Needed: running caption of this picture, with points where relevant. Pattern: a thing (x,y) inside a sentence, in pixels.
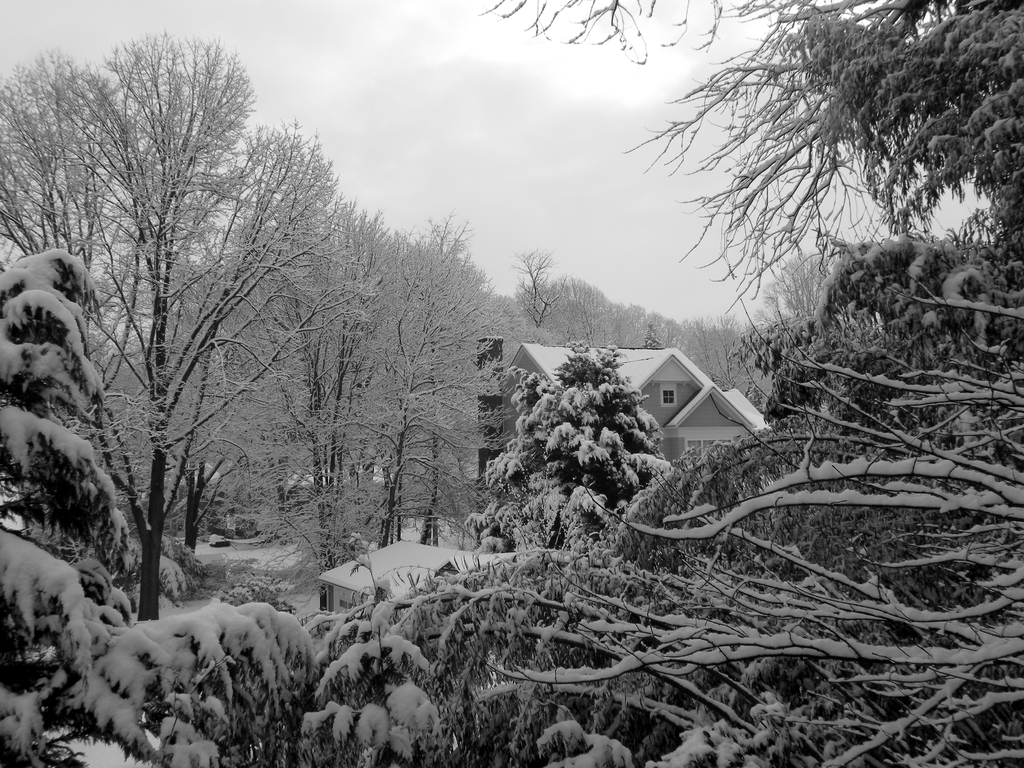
This is a black and white image. In this image we can see a house (675,429) with roof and a window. We can also see a group of trees (592,548) which are covered with the snow (599,452). On the backside (679,192) we can see the sky (631,188) which looks cloudy.
